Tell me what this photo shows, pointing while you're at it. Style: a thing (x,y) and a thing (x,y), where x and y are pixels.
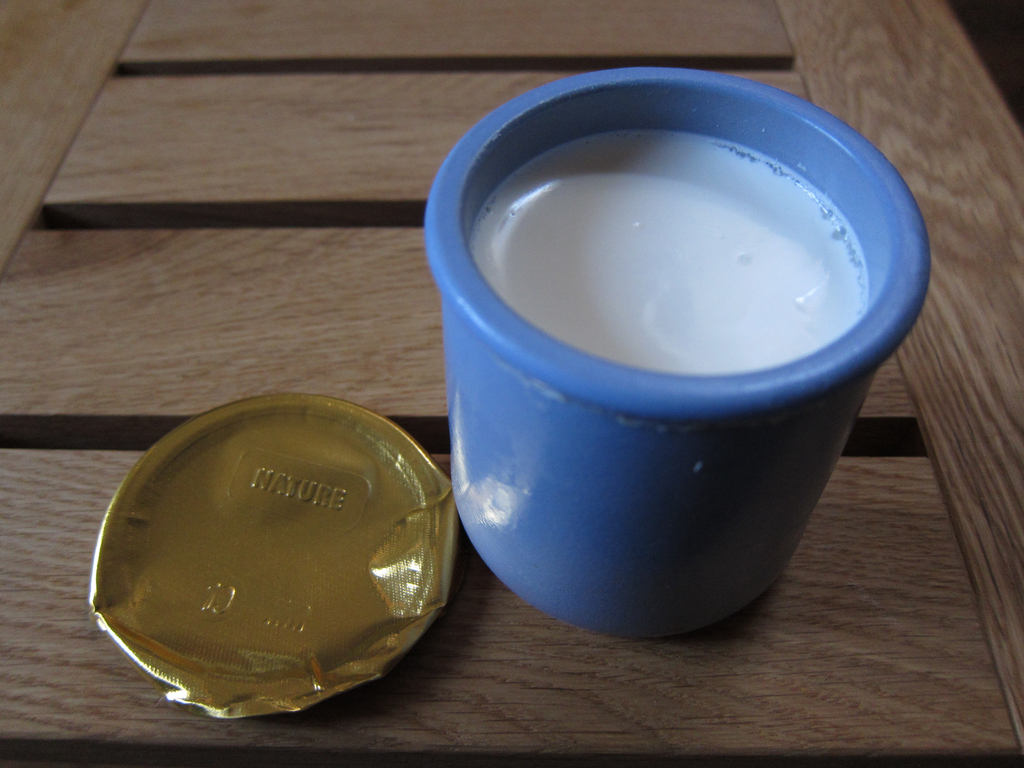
In the center of the image (384,310) we can see a platform (686,636). On the platform (686,636), we can see a mug (689,568) and one object (404,559) with some text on it. In the mug (484,416), we can see some liquid (547,246), which is in white color.
